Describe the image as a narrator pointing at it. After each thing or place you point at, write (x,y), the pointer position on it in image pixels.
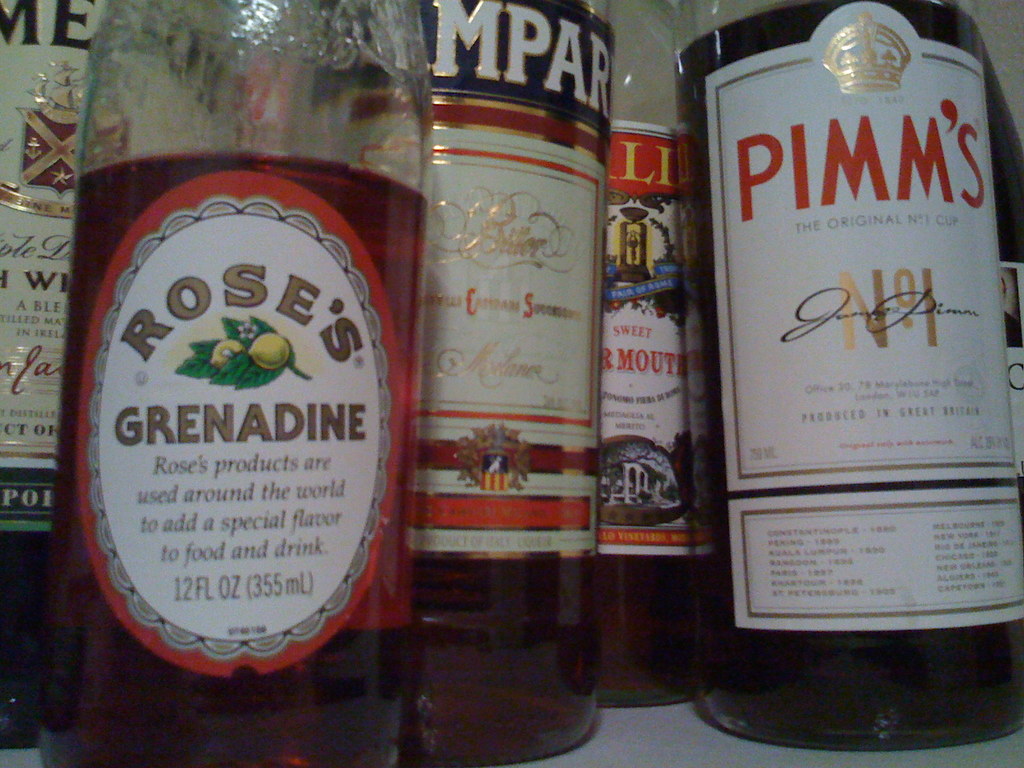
In this image, there are liquor bottles (848,463) which are kept on the floor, in which beverage (452,632) is filled. It seems as if the image is taken inside a shop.
